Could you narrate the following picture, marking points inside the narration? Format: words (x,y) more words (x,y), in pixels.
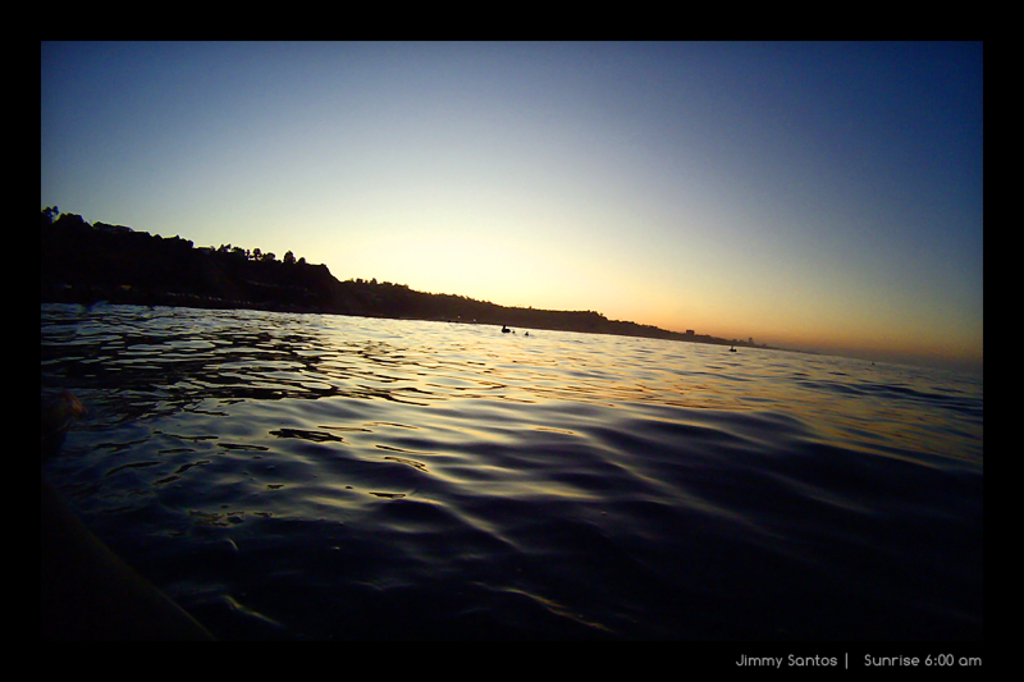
In this picture I can see the water (461,358) in front (452,372) and in the background (376,174) I see the sky (760,220). On the bottom right of this picture (869,658) I see the watermark (823,659).
